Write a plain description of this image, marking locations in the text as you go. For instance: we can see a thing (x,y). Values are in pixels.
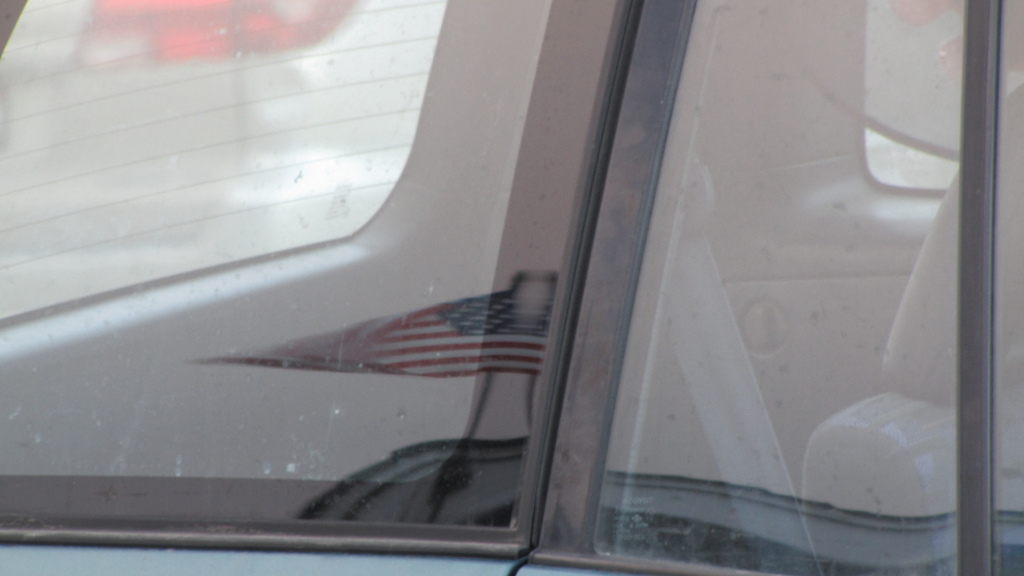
In this image we can see a mirror (373,425) of a vehicle (515,471). On the mirror (419,346) we can see a flag (447,365).
